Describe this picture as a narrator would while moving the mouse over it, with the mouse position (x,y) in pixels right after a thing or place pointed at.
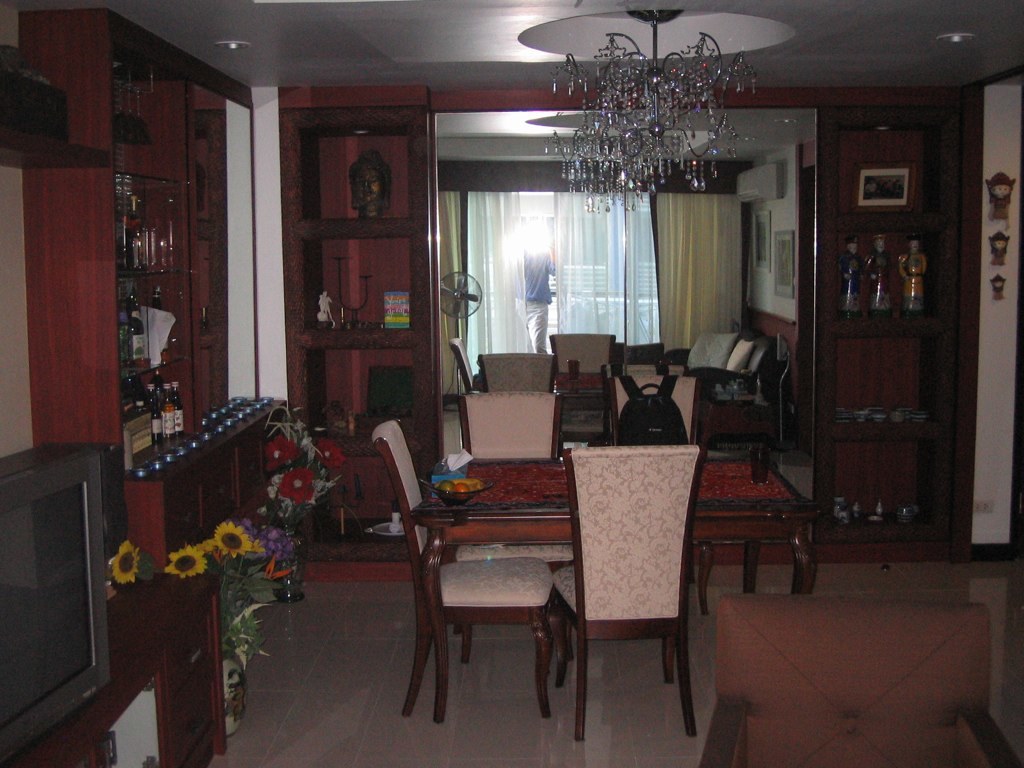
In front of the image there is a dining table (421,506) with some objects (461,462) on it, around the table (419,521) there are empty chairs (578,544), in this room (726,546) there is a television (106,643) on a wooden platform (140,619) with cupboards (179,657), beside that there are flower pots (234,559) and empty chairs (828,657) on the surface (376,662), around the dining table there are wooden cupboards (214,234) with some objects (857,413) on it, at the top of the image (664,104) there is a chandelier (635,120) hanging from the ceiling (634,23), behind the dining table (719,529) there is a mirror (606,348) in which we can see the reflection (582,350) of a person (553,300) standing in the balcony (526,285), behind the person (547,274) there is a curtain (671,263) and there are photo frames (758,240) on the wall (749,254) and there is an air conditioner (783,172), on the wall (998,265) there are some objects (993,244), at the top of the roof (926,47) there are lamps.
